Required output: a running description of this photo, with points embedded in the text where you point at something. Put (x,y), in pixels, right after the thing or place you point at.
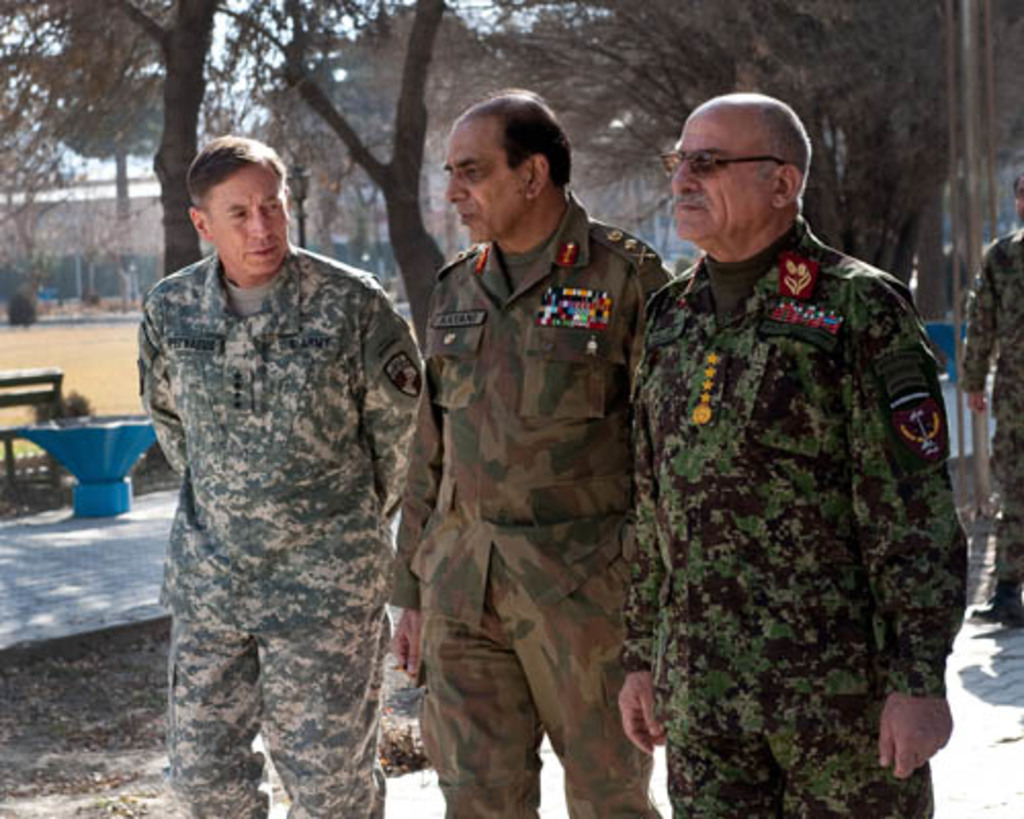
In this picture I can see three men (521,461) are standing on the ground (114,521). These men (675,362) are wearing uniforms (514,503) and the man (737,434) on the right side (750,267) is wearing spectacles (714,154). In the background (458,110) I can see trees (414,123), sky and person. On the left side (62,463) I can see bench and other objects (117,458) on the ground (130,527).
